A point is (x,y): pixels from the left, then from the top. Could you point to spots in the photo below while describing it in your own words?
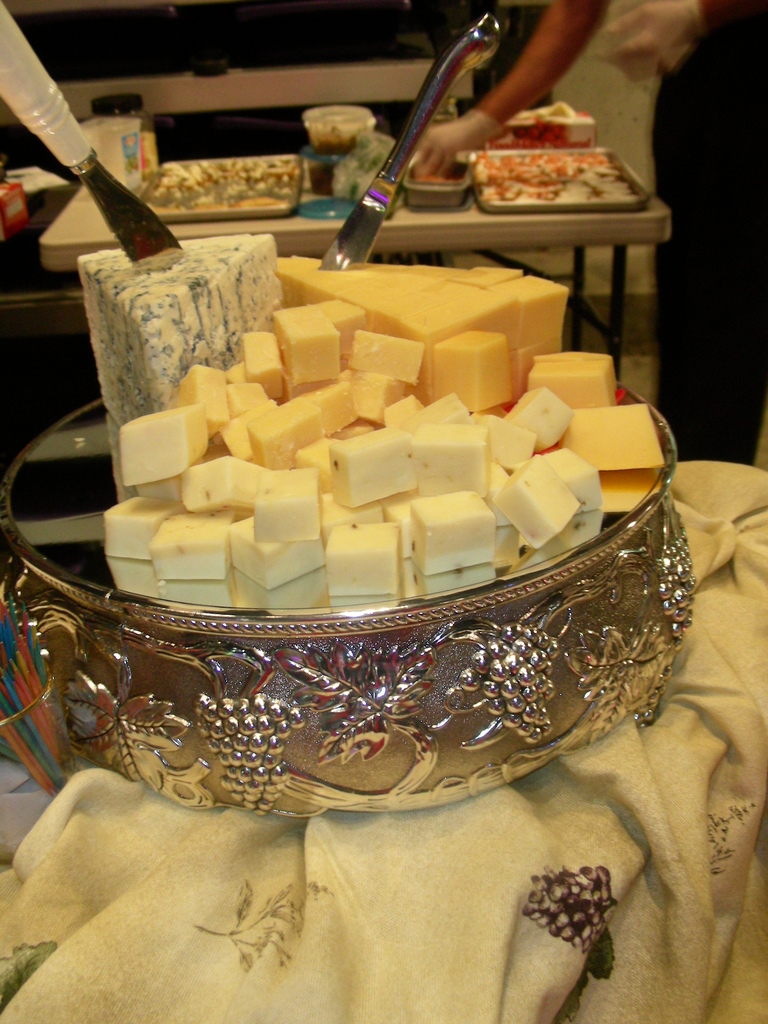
In this image, we can see food (255,481) on the metal box (517,682) with a mirror (437,582). At the bottom of the image (509,966), there is a cloth (555,978). In the background (502,233), we can see a table (502,233) and few objects (333,200). On top of the table (406,233), there are few objects (345,207) and things (447,201) are placed. In the top right corner (716,143), there is a person (727,151) wearing gloves (662,39).
